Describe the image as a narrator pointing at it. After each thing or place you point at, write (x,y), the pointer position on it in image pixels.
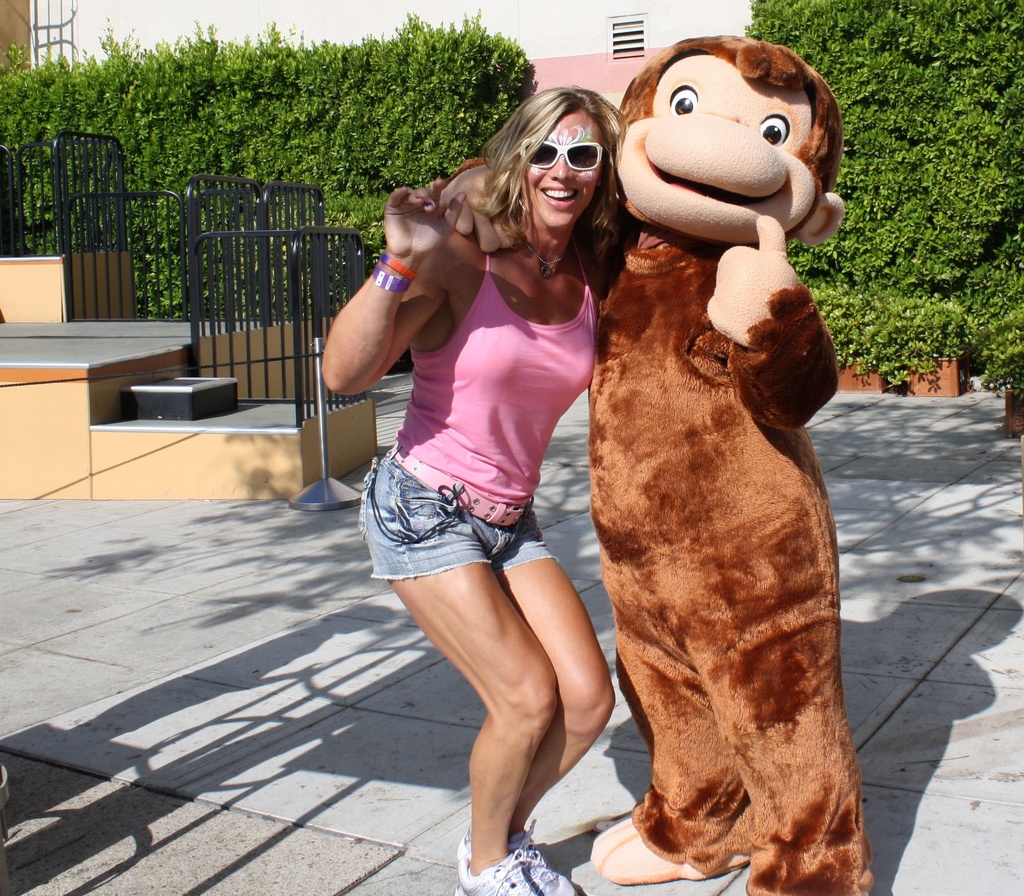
In this image we can see a person (600,219) and a mascot (694,413), there are some railings (229,347) and trees (359,102), in the background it looks like a building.
